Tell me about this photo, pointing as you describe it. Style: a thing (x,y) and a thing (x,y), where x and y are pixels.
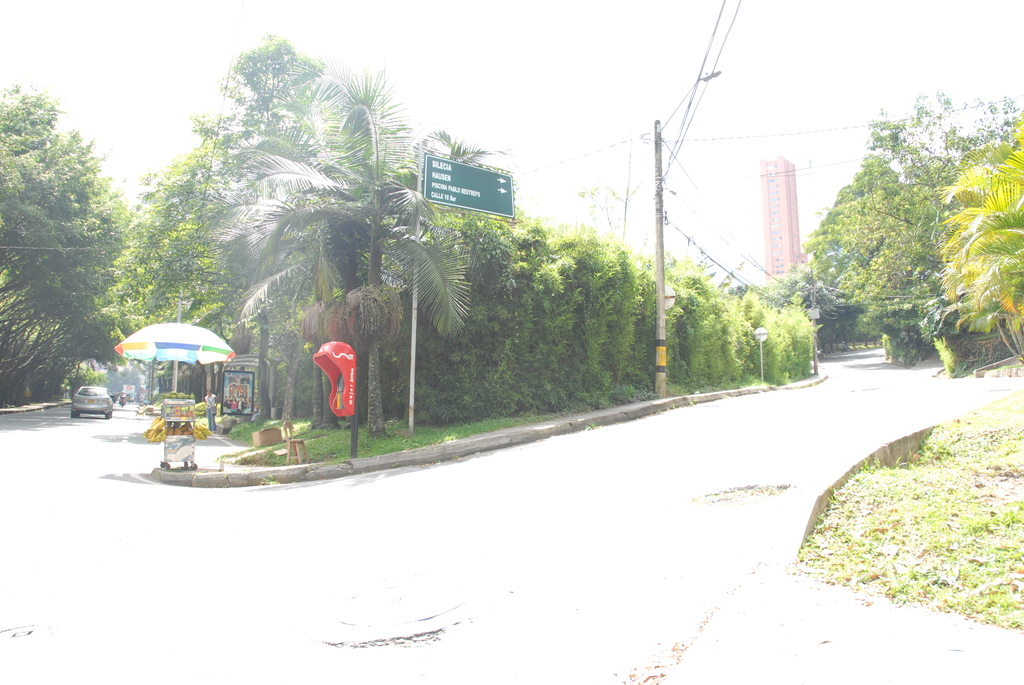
In this image we can see sign board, electric poles (659,249), electric cables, creepers (674,334), trees (394,230), stall (175,453) under a parasol (182,348), person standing on the road (144,448), motor vehicles (87,394), building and sky (636,186).
